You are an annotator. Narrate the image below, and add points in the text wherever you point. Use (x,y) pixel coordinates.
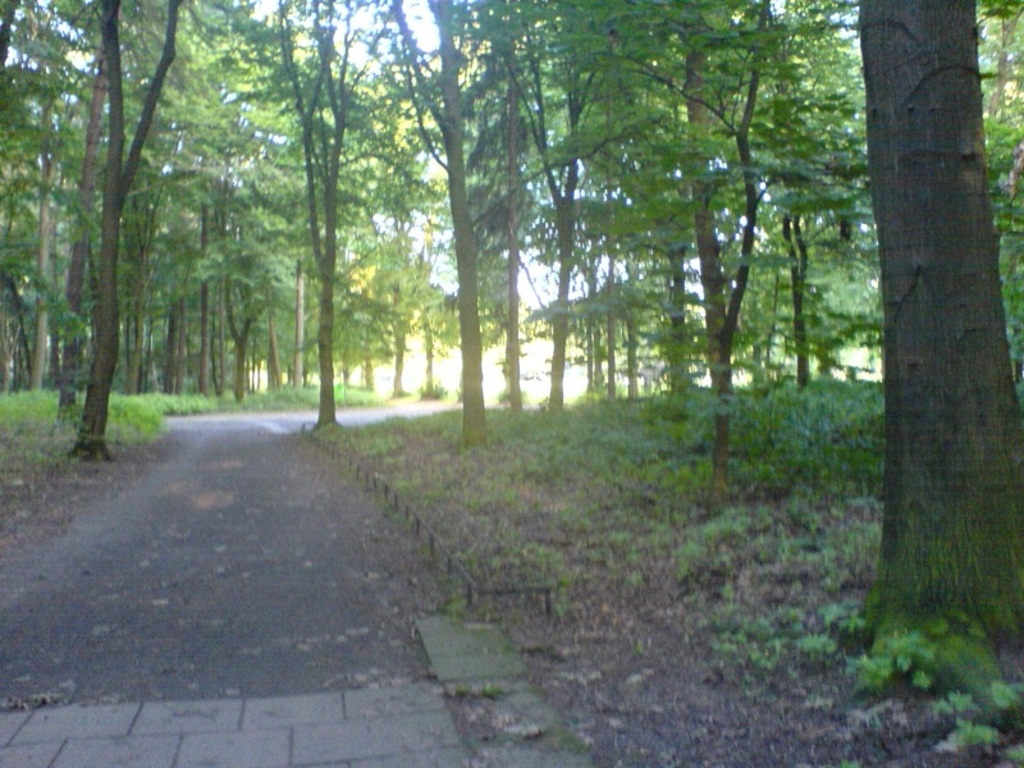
In this image I can see the road (234,484), few trees (447,15) and few plants (754,471) which are green in color and in the background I can see the sky (263,14).
